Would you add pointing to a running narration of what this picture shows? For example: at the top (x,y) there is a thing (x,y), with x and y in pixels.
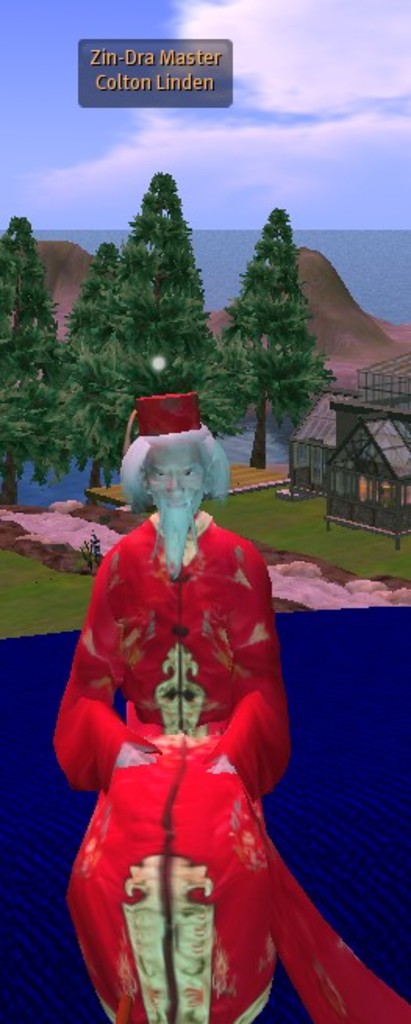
Here we can see an animated picture, we can see a person (217,614) here, there are some trees (246,320) and water (335,258) here, we can see the sky (315,145) at the top of the picture (308,111), there is some text (196,76) here.
